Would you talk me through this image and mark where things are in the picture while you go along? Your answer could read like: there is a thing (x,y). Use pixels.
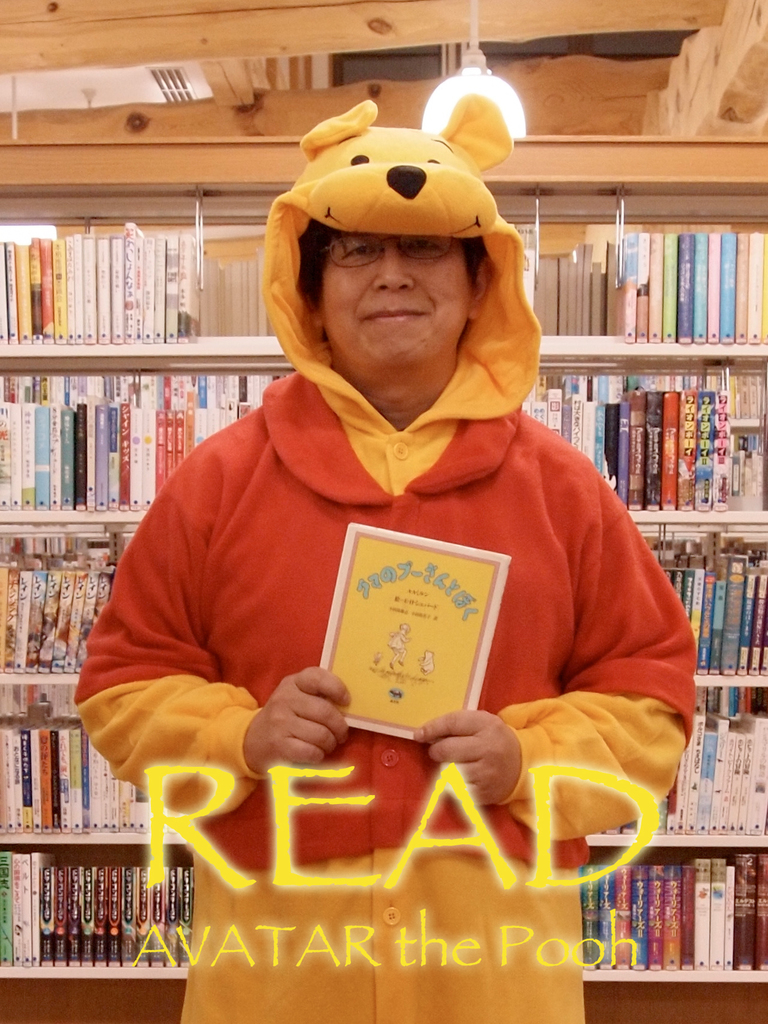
In the front of the image (315,847) I can see a person (194,755) is standing and holding a book (445,593). In the background of the image (153,221) there is a light (515,120), rack (119,1012) and books (63,546). Something is written on the image.
